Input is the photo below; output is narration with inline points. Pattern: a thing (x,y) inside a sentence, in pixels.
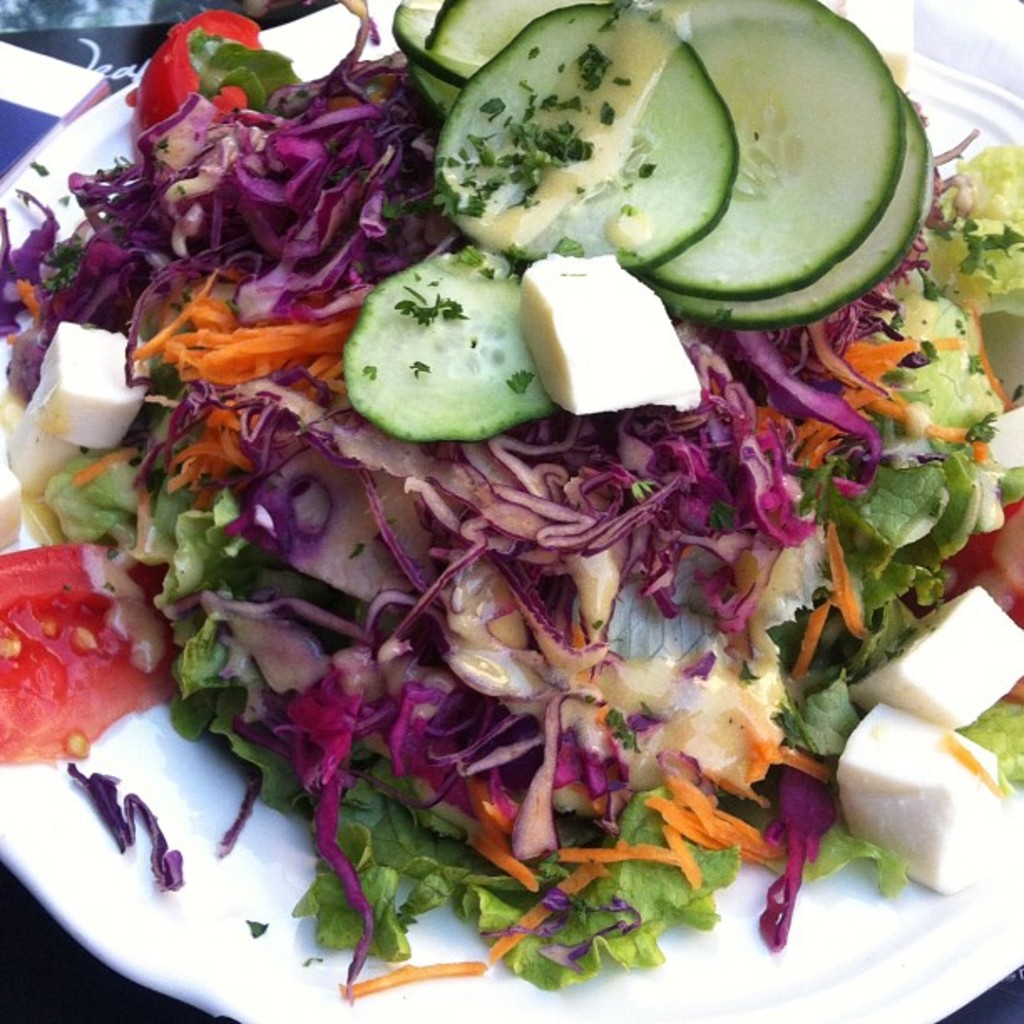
In this picture there is a plate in the center of the image (455,590), which contains cucumber (567,47), tomato (192,39), and red cabbage (524,665) in it.
